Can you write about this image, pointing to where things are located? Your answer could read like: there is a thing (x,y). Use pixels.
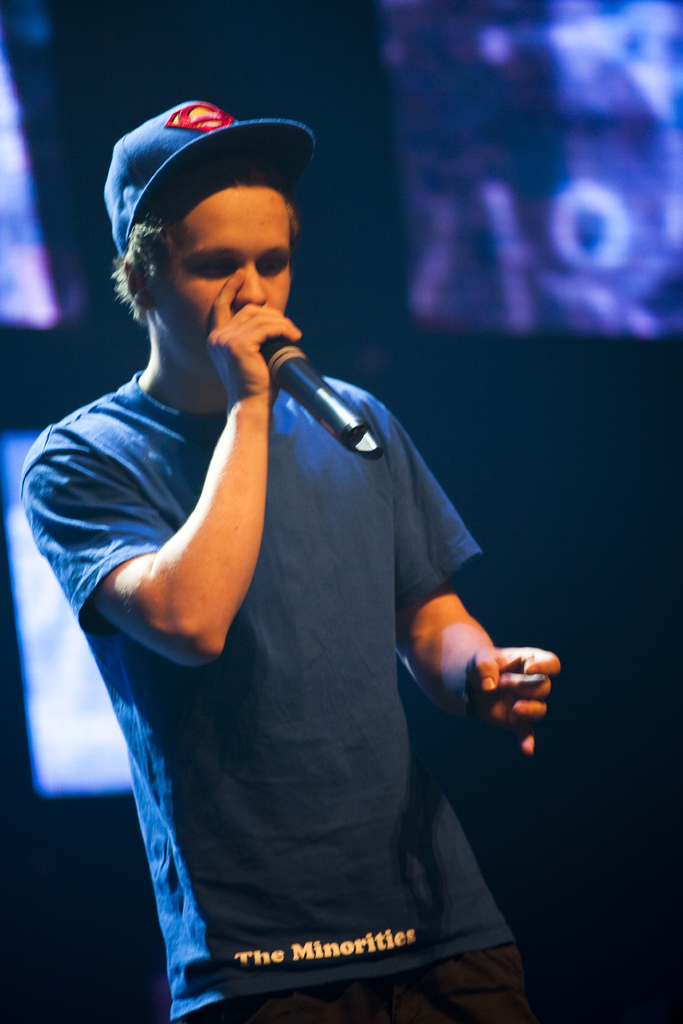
As we can see in the image there is a man (285,551) wearing blue color t shirt (299,576), cap (237,140) and holding a mic (313,381). In the background (482,265) there are screens (448,108) and the image is little dark.
